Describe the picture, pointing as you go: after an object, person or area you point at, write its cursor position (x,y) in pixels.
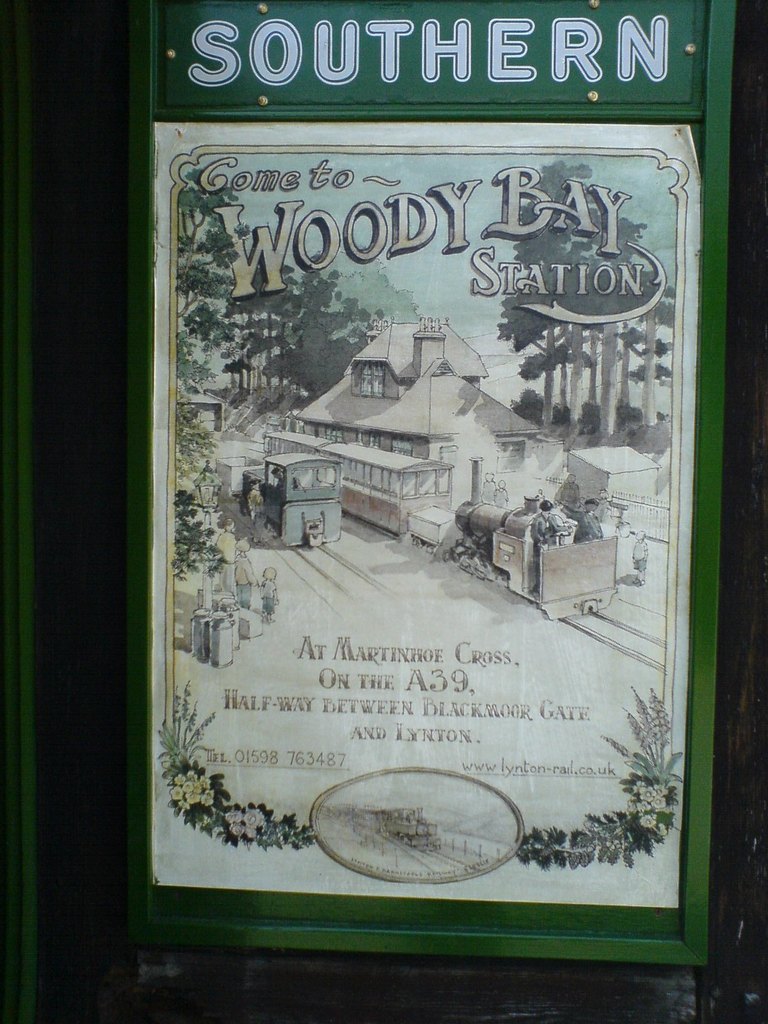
In the center of the image (286,579) we can see a green color board (574,7) and on the board (605,17) we can see a white color text (437,56) and also a paper (512,392) and on the paper (524,381) we can see a house (402,334), trees (369,278), text (346,244), a train (533,556) with persons (537,531) on the railway track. We can also see the flower designs (312,839) on the paper (425,843).
